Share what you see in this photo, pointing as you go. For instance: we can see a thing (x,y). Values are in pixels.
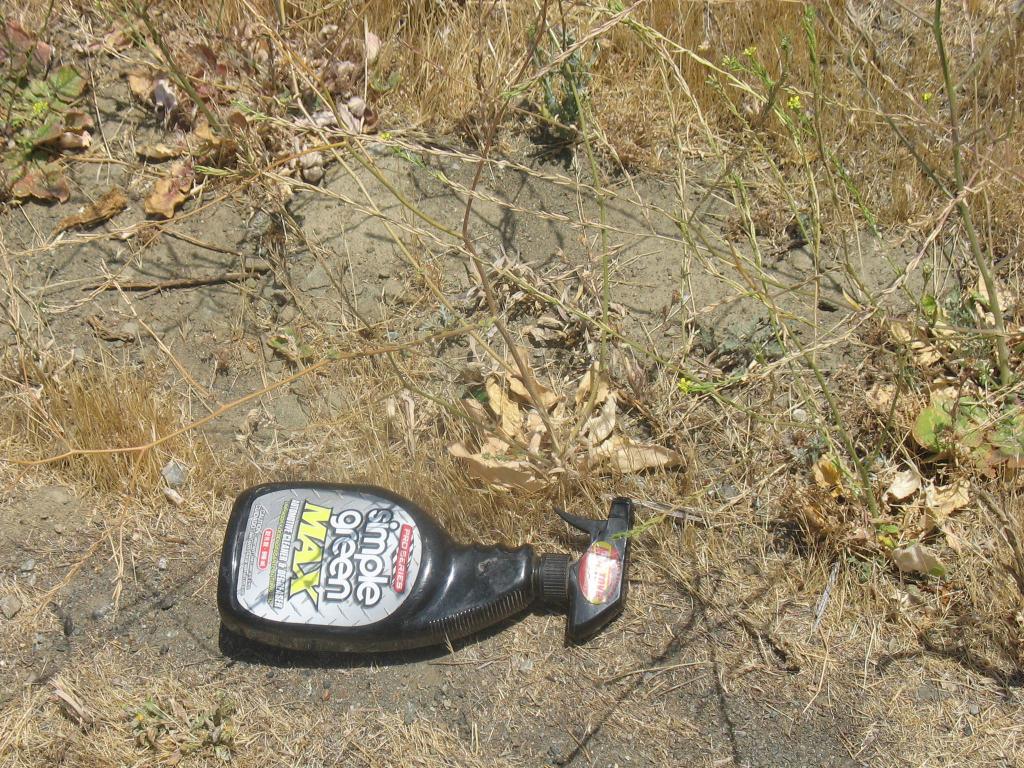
In this image there are plants (271,172), there is dried grass (415,361), there is soil (322,265), there is a bottle (483,565) on the ground (268,405), there is text (351,539) on the bottle (440,570).
